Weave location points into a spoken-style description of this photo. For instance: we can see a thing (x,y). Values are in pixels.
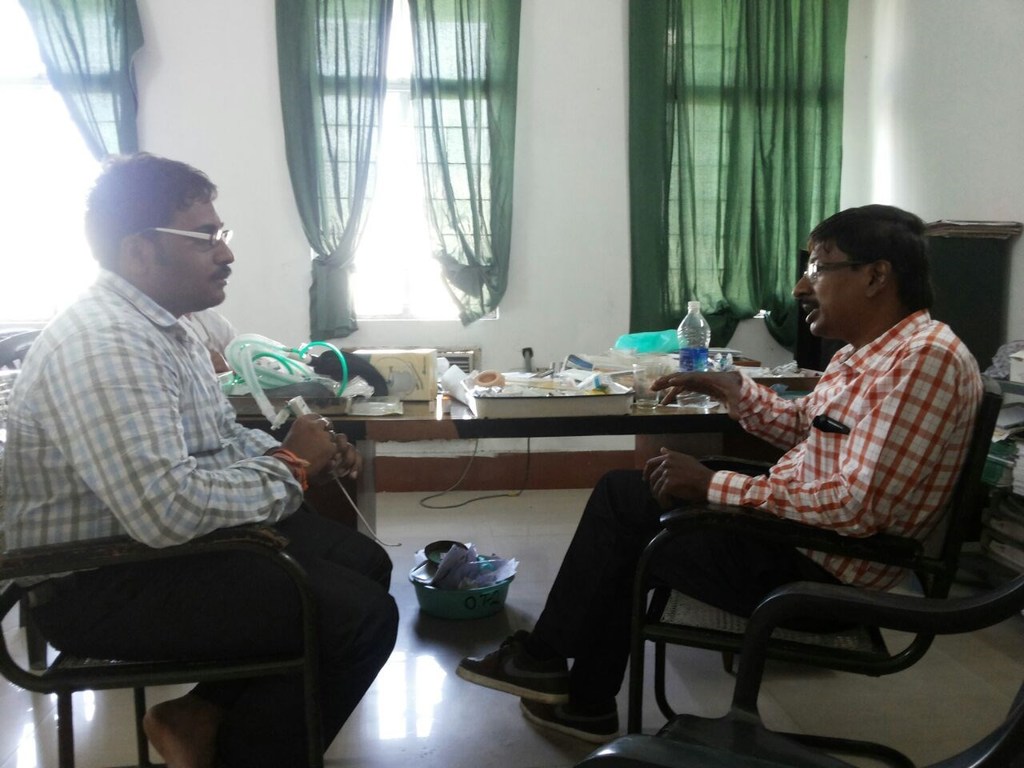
In the foreground of this image (246,581), there are two men (230,470) sitting on the chairs (728,627). In the background (551,421), on the table (521,427), there is a glass (653,374), water bottle (697,353), a tray (570,404), box (390,363), few pipe (246,376) on it. In the background (791,130), there is a wall (951,98), green curtains (114,98) and the windows (410,250). There is also a green basket (457,608) under the table (538,423).
